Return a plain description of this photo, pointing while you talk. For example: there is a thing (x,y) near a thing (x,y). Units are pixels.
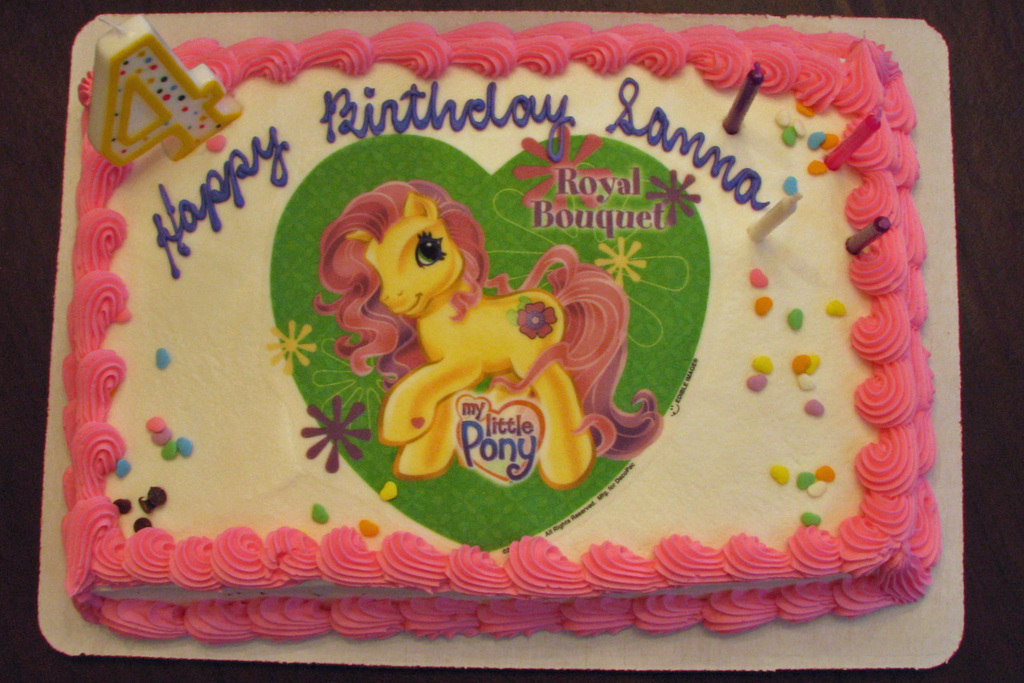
In this image we can see a cake (400,294) with an image (534,140) and the text (613,208) and there are few candles (152,62) on the cake (295,119).
